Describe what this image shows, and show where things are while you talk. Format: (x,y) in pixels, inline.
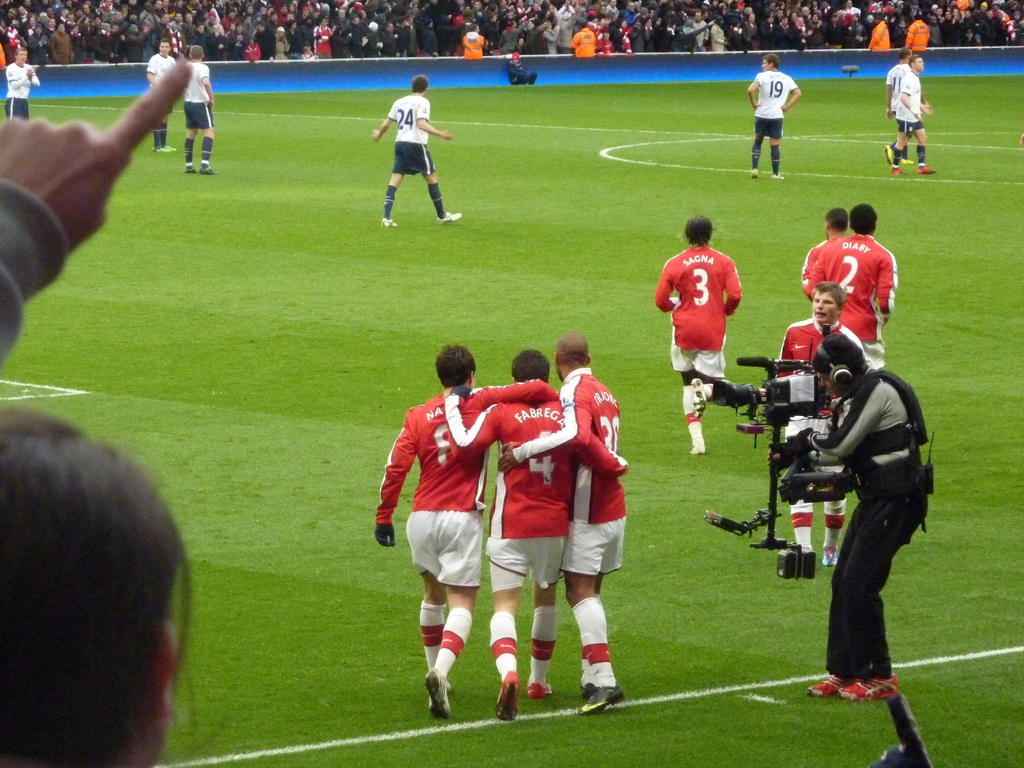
In this image we can see a group of people (890,372) standing on the ground (492,462). On the right side of the image (873,422) we can see a person (862,505) wearing headphones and holding a camera (799,408) in his hand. In the foreground (117,725) we can see a woman (73,700). In the background (743,44), we can see group of audience (568,36).
